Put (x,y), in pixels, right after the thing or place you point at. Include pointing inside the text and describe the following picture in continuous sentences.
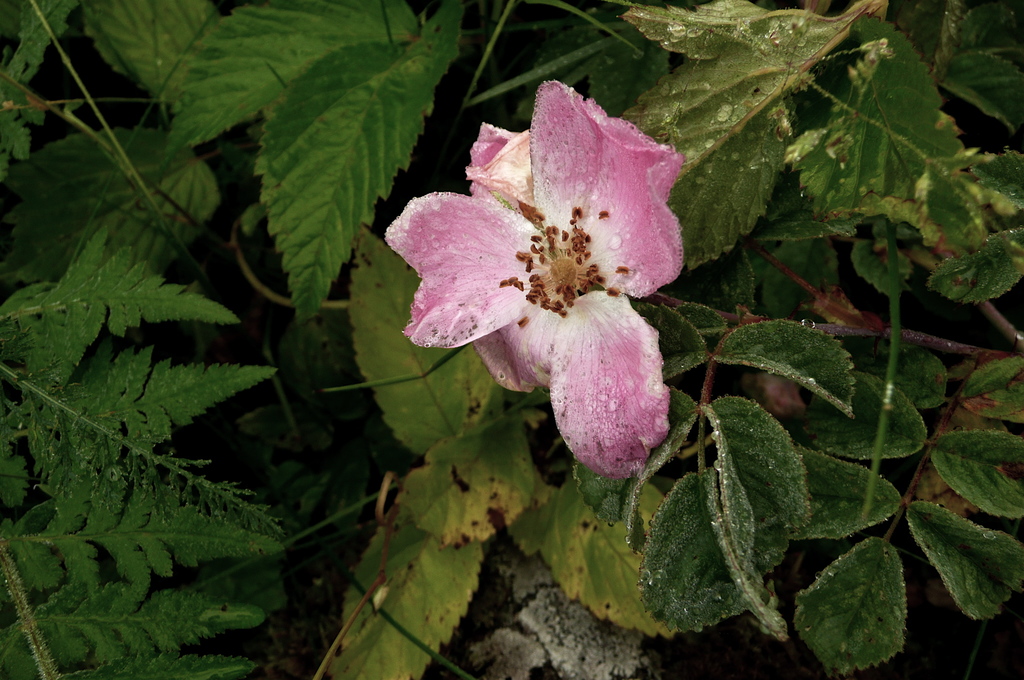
In the picture we can see a plant (805,452) with leaves (600,606) which are green in color and a flower (407,335) which is pink in color with petals (497,287).
